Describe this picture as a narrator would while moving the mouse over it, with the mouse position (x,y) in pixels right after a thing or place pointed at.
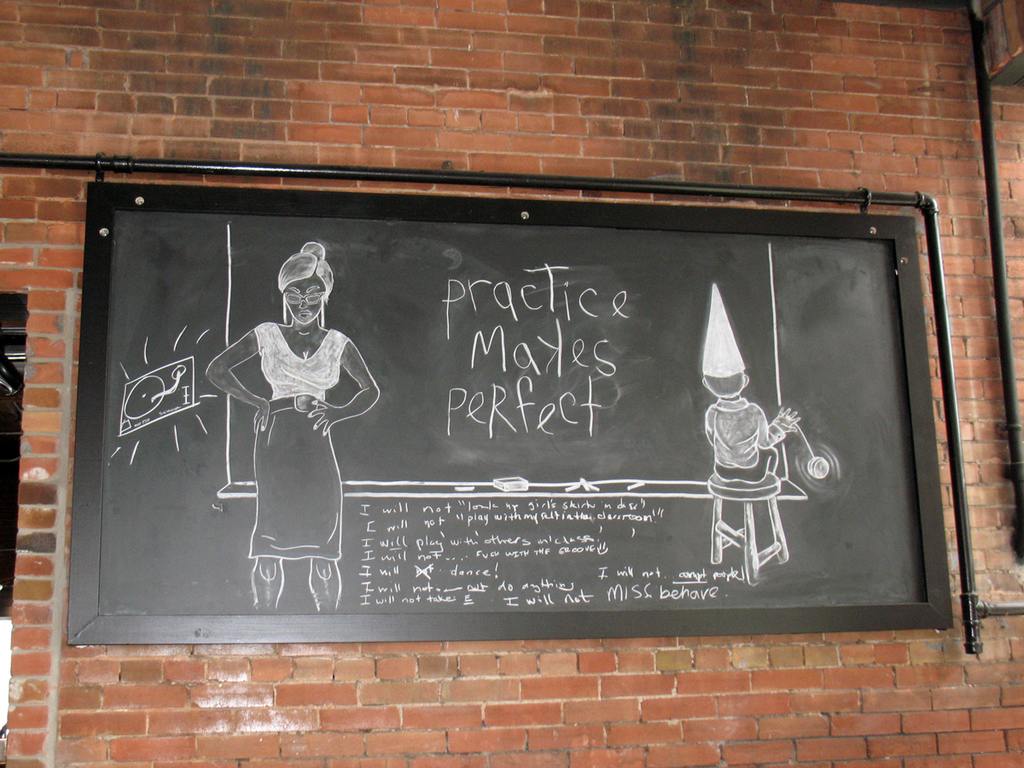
In this picture there is a blackboard (470,325). There is a drawing (288,427) on the blackboard (701,497). I can observe a drawing (306,377) of a woman (301,388) and a kid (725,420) sitting on the stool (714,521). There is some text (454,573) on the board (537,465). In the background (410,680) I can observe a wall (57,315).
